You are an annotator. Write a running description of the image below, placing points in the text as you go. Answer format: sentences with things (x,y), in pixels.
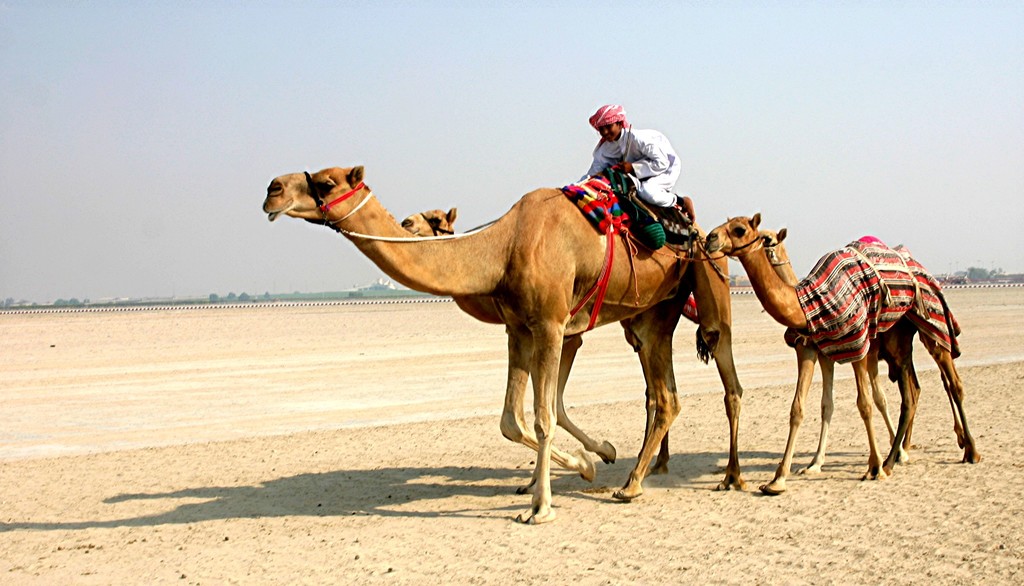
On the right side (799,282), there are four camels (821,273) walking on a sand surface (750,443). On one of the camels (579,214), there is a person (596,119) in a white color dress (659,159). In the background (1006,264), there are trees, buildings (349,292) and there is the sky (492,69).
